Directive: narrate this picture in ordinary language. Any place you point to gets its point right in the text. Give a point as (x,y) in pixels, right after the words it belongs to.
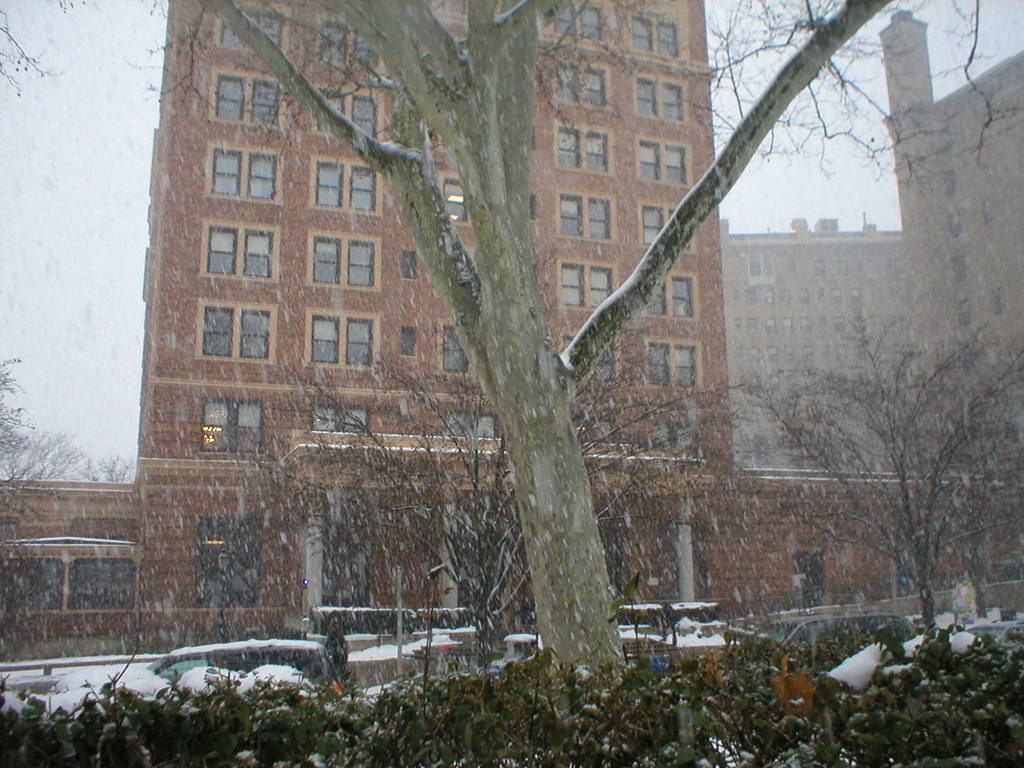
In this image I can see few dried trees (519,311). Background (835,598) I can see vehicles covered with snow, building (292,307) in brown color and sky (142,96) in white color.
